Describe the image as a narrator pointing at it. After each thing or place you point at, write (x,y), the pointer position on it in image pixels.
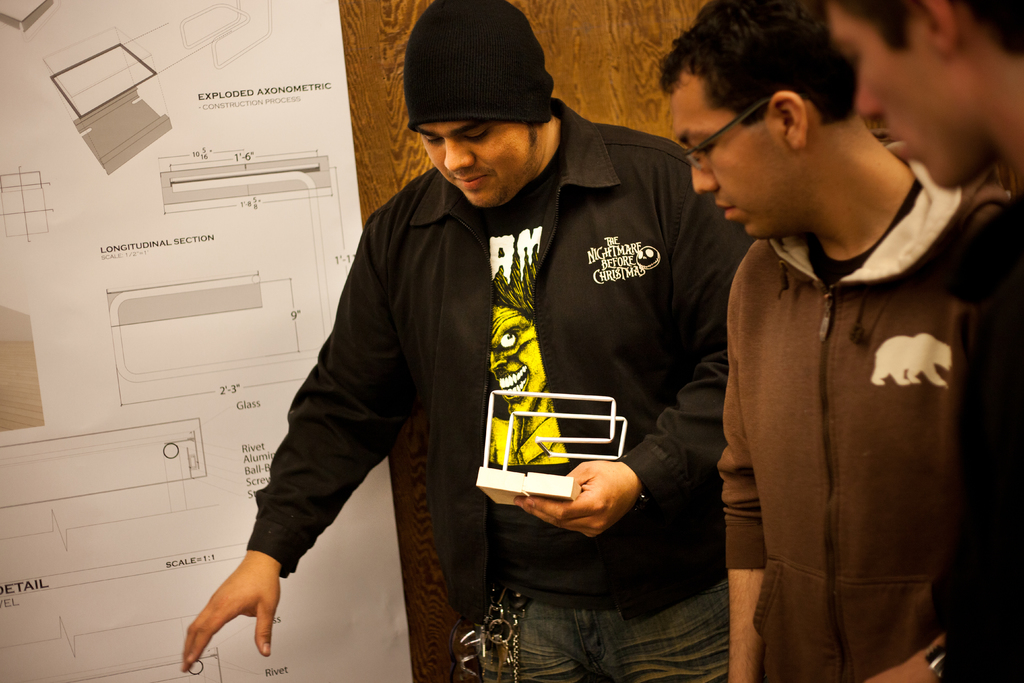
In this image there are three persons (697,324) standing, a person (597,360) holding an object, and at the background (314,256) there is a paper (345,517) stick to the wooden wall (360,89).
